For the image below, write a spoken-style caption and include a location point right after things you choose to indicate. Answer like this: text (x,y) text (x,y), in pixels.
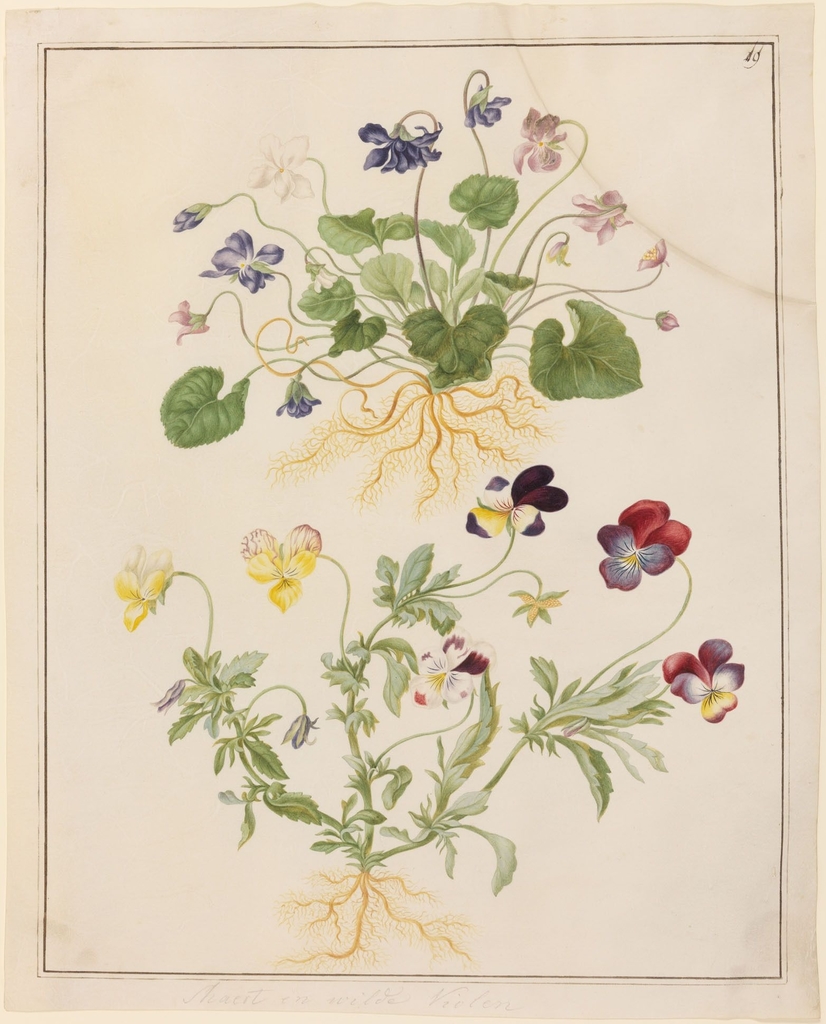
In the foreground of the picture (738,841), there is a poster (769,386) in which there are flowers (645,548) to the plants (534,385).
